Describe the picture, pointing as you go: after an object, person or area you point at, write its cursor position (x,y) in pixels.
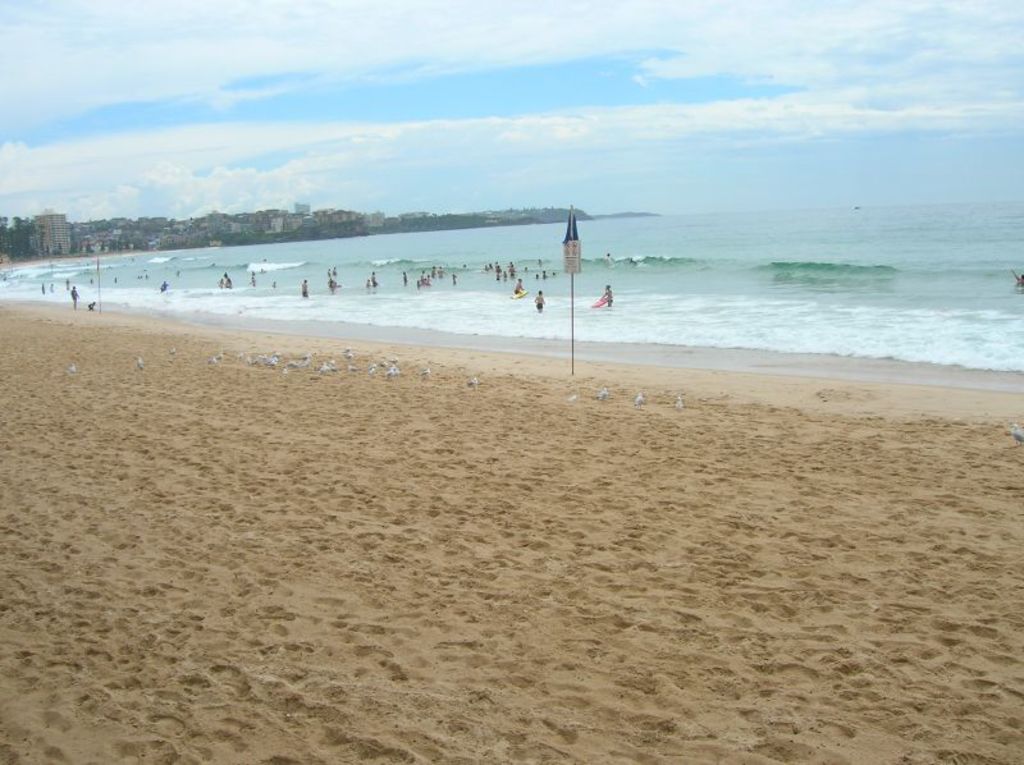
In this picture in the center (381,474) there is sand (327,612) on the ground (669,578) and in the background (307,286) there are persons (608,298) in the water (648,288) and there are buildings (152,220) and the sky (514,111) is cloudy.
